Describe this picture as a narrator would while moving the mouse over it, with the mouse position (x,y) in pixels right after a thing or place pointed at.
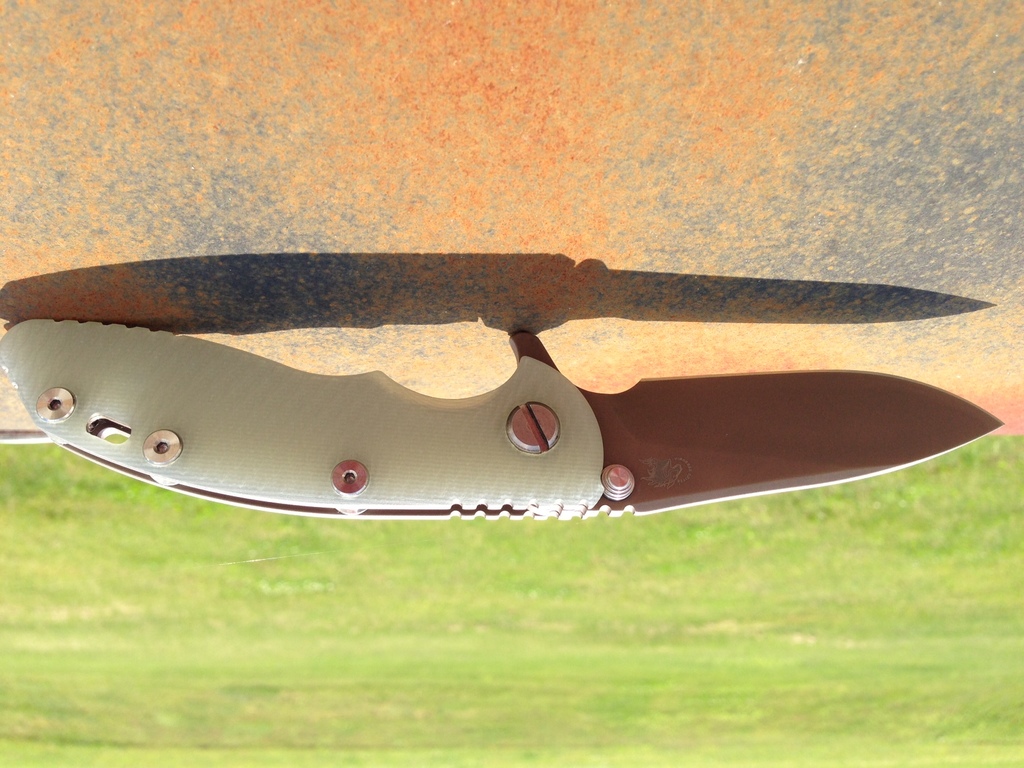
In the image in the center (606,432) we can see one knife (479,423), which is in white color. In the bottom of the image, we can see grass (425,699).
